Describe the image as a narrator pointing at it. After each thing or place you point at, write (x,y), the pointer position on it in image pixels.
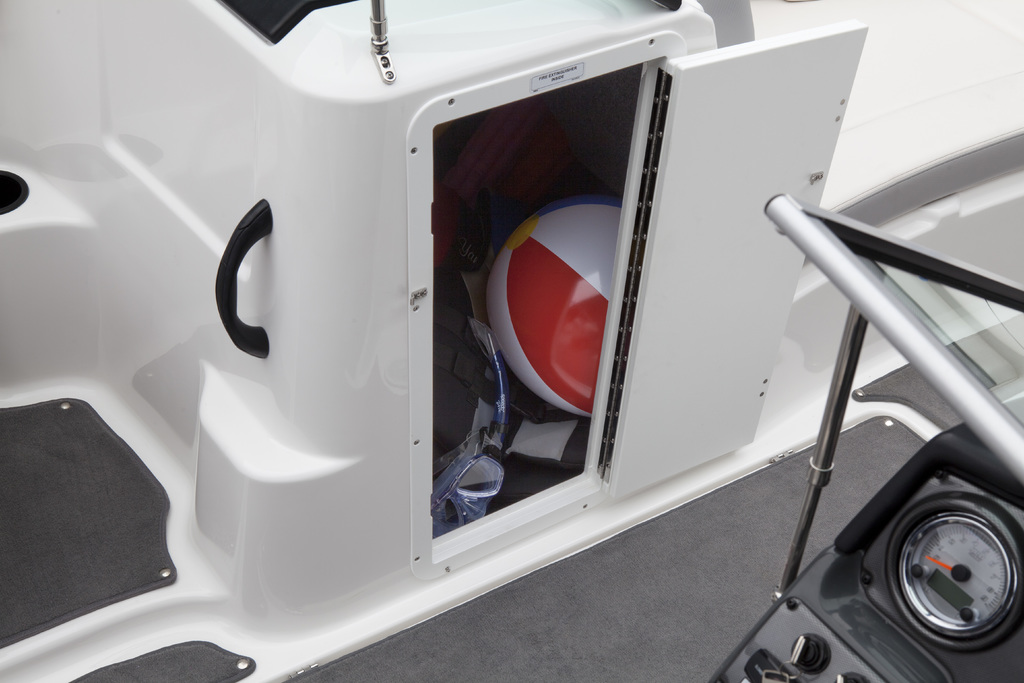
This image consists of a speedometer (908,605) along with regulators (816,660). In the front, we can see a handle (229,285). And it looks like a cupboard (598,123), in which there is a ball (540,331) along with goggles (459,516).
